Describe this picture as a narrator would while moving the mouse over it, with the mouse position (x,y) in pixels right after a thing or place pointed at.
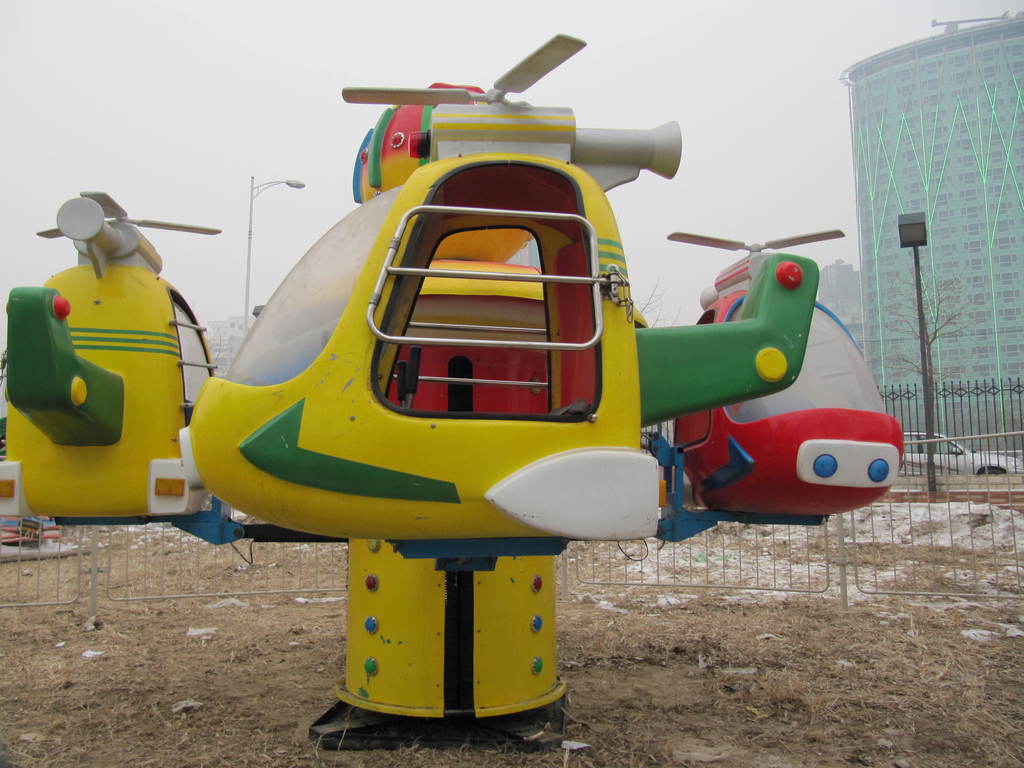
In this picture we can see toy vehicles (562,480) on the ground (587,677), here we can see a fence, electric poles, vehicle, buildings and we can see sky (12,196) in the background (342,197).
